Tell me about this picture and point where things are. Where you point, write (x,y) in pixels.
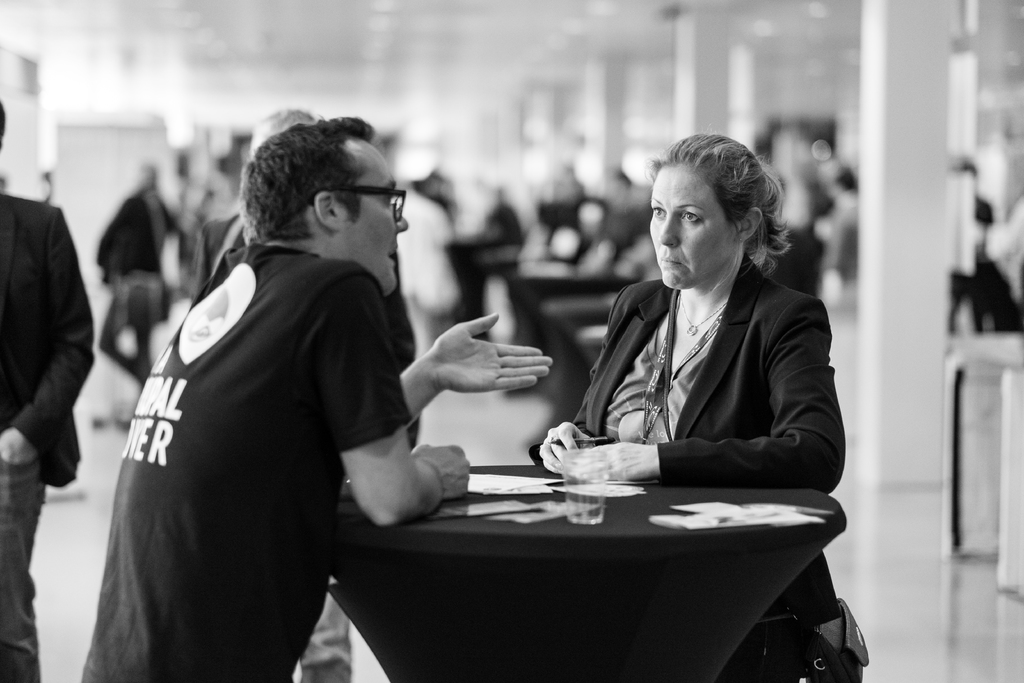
In this picture there is a man (179,510) and a woman (714,366) standing opposite to each other on either side of the table (609,507) on which paper (692,511), glasses (590,493) were placed. Man (323,277) is wearing spectacles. In the background (135,217) there are some people (148,220) walking here.
